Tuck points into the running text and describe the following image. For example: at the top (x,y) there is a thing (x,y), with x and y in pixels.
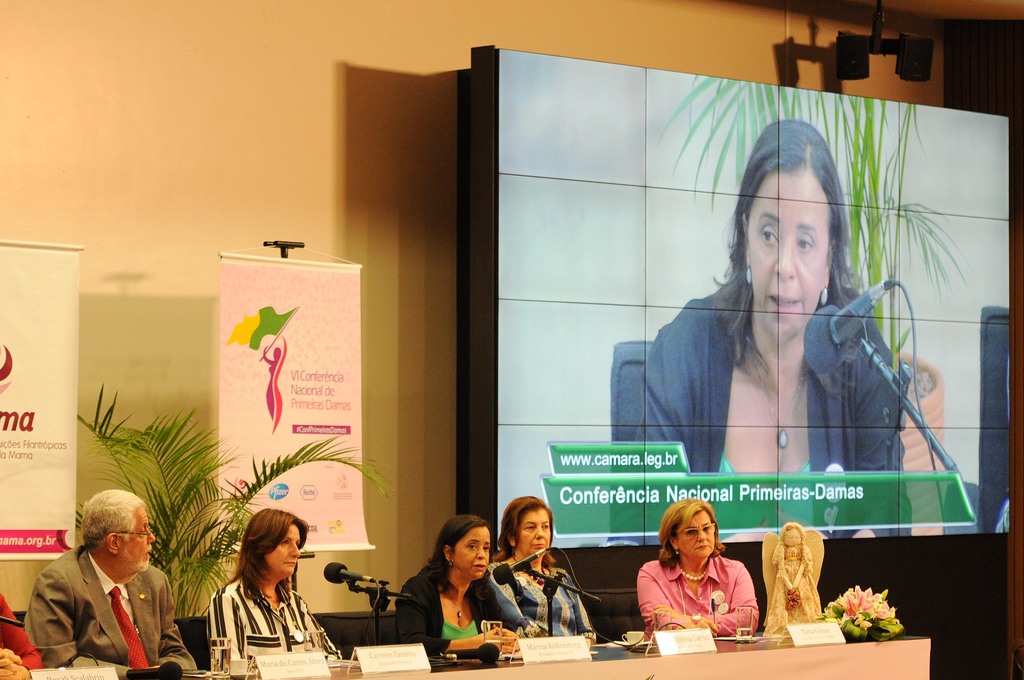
In this image I can see the wall (310,154), on the wall (158,154) I can see screen (546,147) and some pamphlets (24,311) attached to the wall (420,284), on the screen (781,210) I can see person image (792,432), mike (842,332), text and plant (912,382), at the bottom (787,650) there is a table (862,641), on the table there is a mike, flowers (885,623), sculpture (785,579) kept on it, in front of the table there are few persons (711,533) visible.
